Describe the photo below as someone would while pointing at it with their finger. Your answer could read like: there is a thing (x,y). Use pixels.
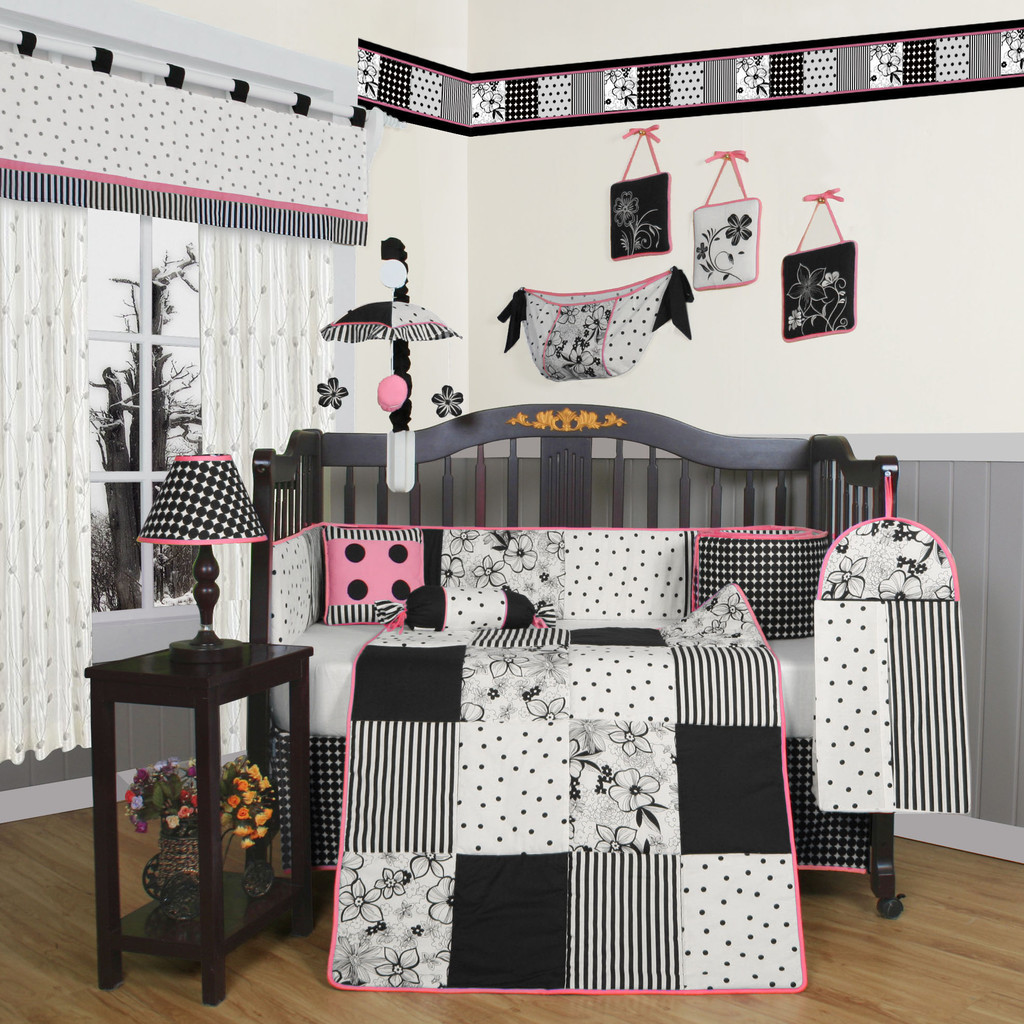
In this image in the center (613,428) there is a crib (256,627) and on the crib (564,576) there are pillows (505,621), and also there is a quilt (584,781). On the left side (197,730) there is a table (225,696), on the table (201,919) there is one lamp (209,616) and under the table (221,844) there is one flower pot (169,854) and some flowers (225,785). In the background (148,345) there is a window (199,316), curtains (319,306) and some decorations (677,280) on the wall (450,306). At the bottom (59,888) there is floor (838,925).
